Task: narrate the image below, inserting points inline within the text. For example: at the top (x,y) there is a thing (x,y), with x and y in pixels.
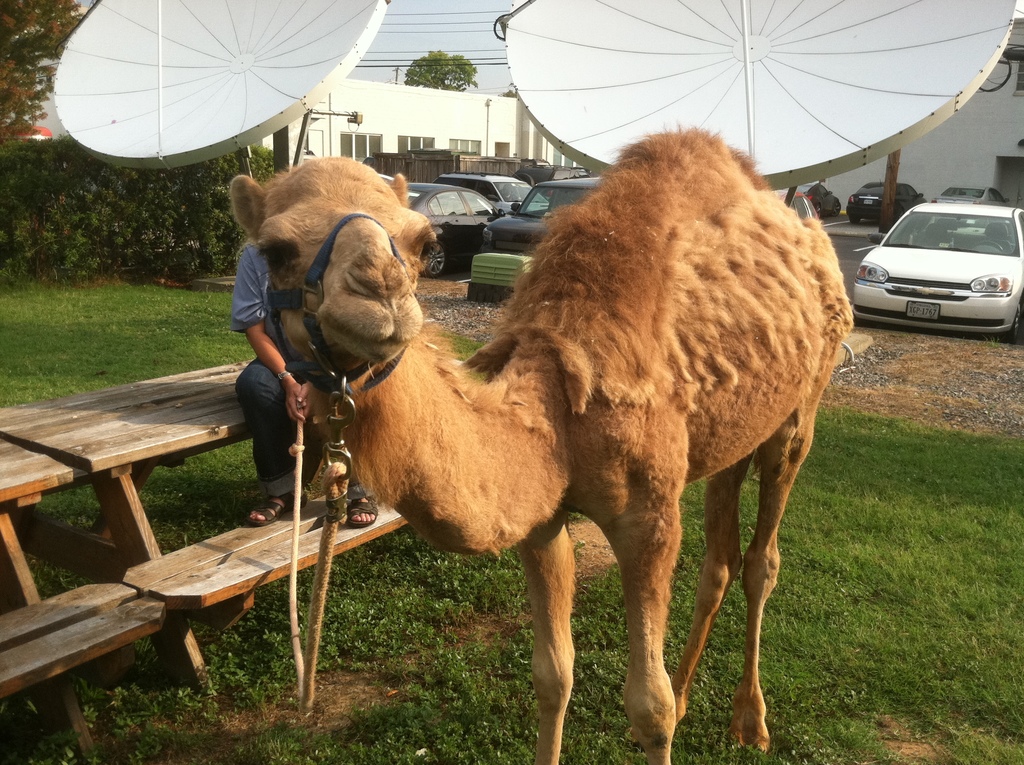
This image consist of a camel (646,651) and a man (278,359). This is clicked in the garden (905,439). In the front (401,364), there is a camel (653,391) in brown color. To the right (942,280), there is a white color car (939,271). To the left (116,228), there are trees (19,52), plants (197,185) and buildings (422,104). The man (243,407) is wearing blue shirt (256,283) and black pant (274,405) sitting on a bench (233,428).
